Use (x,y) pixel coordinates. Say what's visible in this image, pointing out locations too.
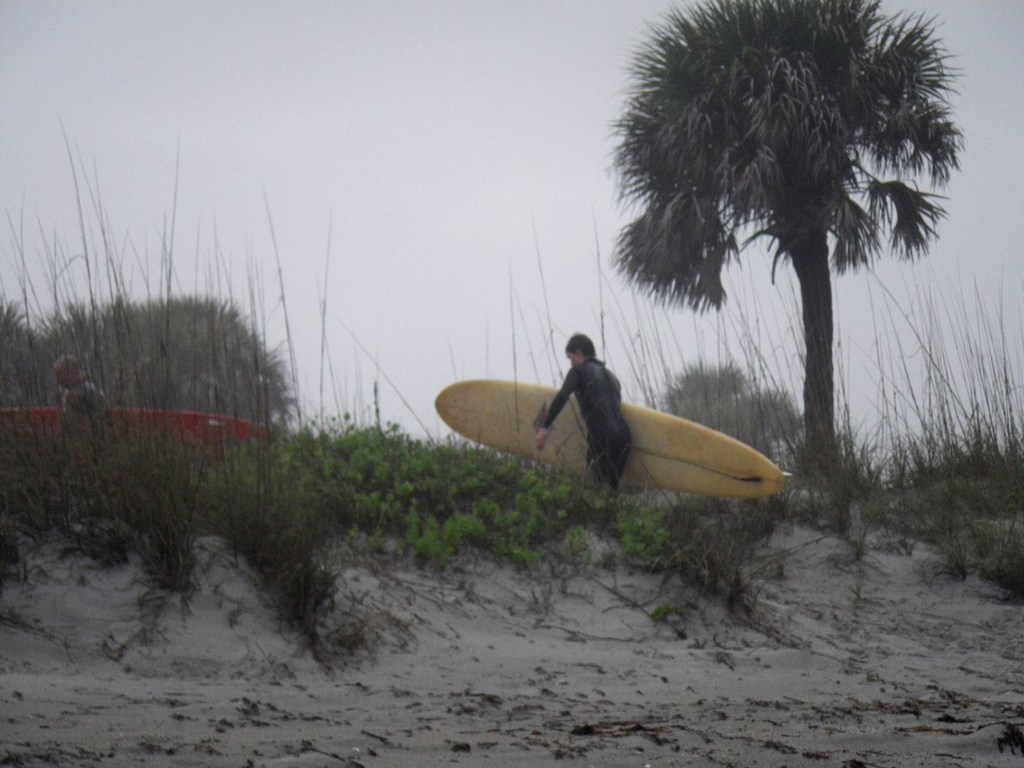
In this image we can see a person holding a surfboard (567,450) in his hand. Here we can see trees (221,308) and a sky (343,306).
